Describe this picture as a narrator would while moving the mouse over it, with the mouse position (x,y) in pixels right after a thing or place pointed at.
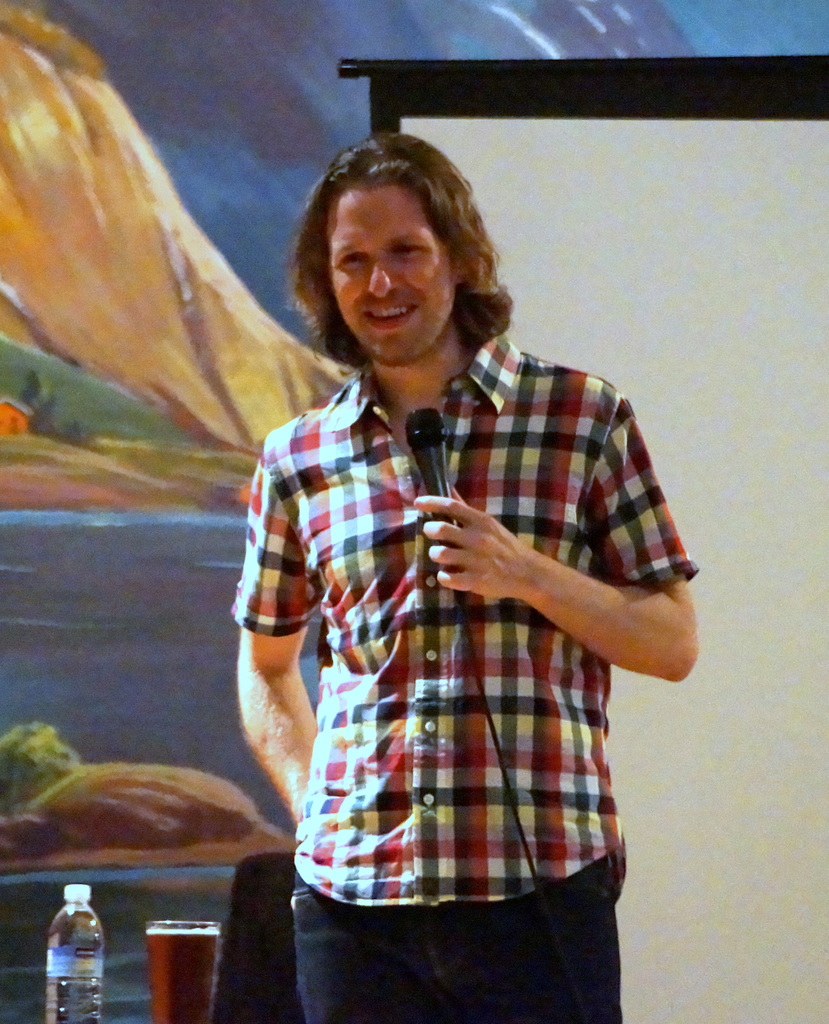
The person (372,924) wearing a blue jeans (434,923) is holding a mike (444,487) in his hand (443,503) and there are water bottle (68,966) and a glass of drink (173,997) on his right and a projector (631,260) in the background (627,230).
